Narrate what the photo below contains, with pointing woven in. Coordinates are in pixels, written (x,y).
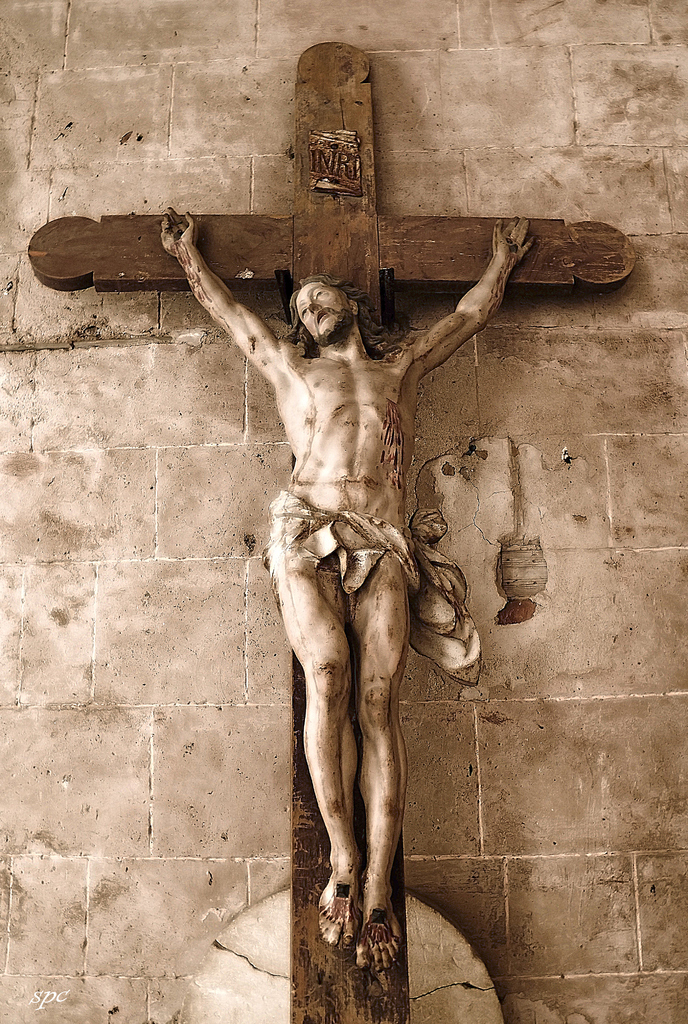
In this picture we can see a cross symbol (232,242) and a statue (326,725) of a man (316,639) and in the background (285,325) we can see wall (589,515).
